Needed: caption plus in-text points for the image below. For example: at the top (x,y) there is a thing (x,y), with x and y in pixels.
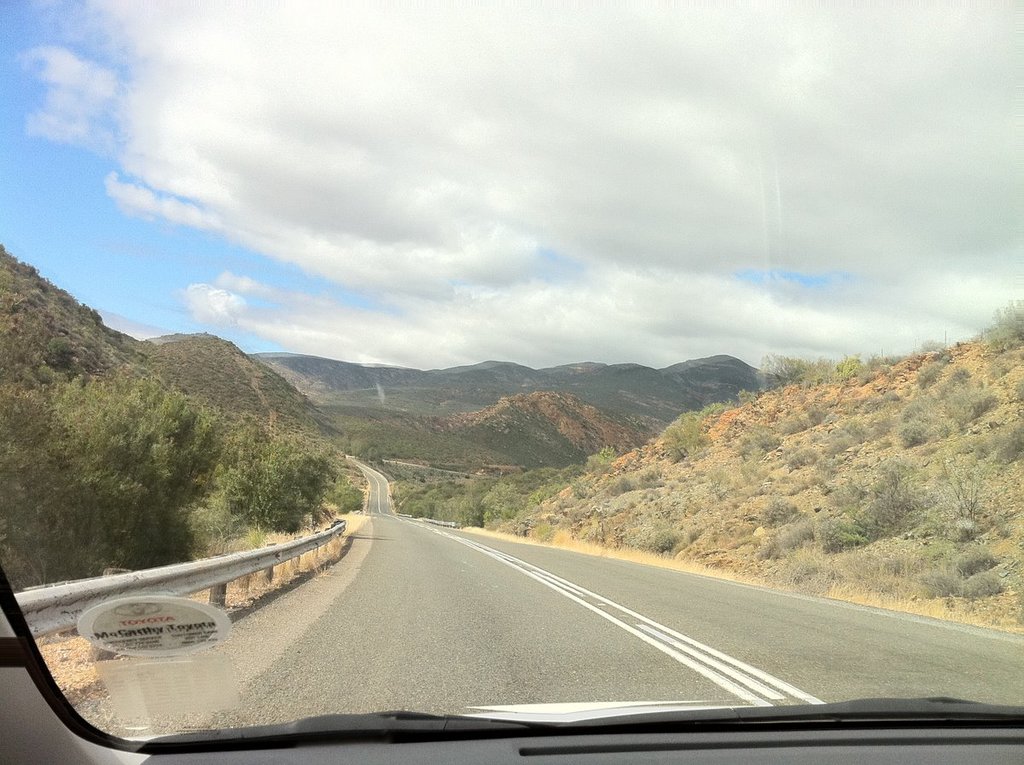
In this image in the background (376,443) there are mountains (406,400). On the left side (165,469) there are trees (229,468). On the right side (686,473) there are dry plants (818,492) and the sky (554,190) is cloudy.
